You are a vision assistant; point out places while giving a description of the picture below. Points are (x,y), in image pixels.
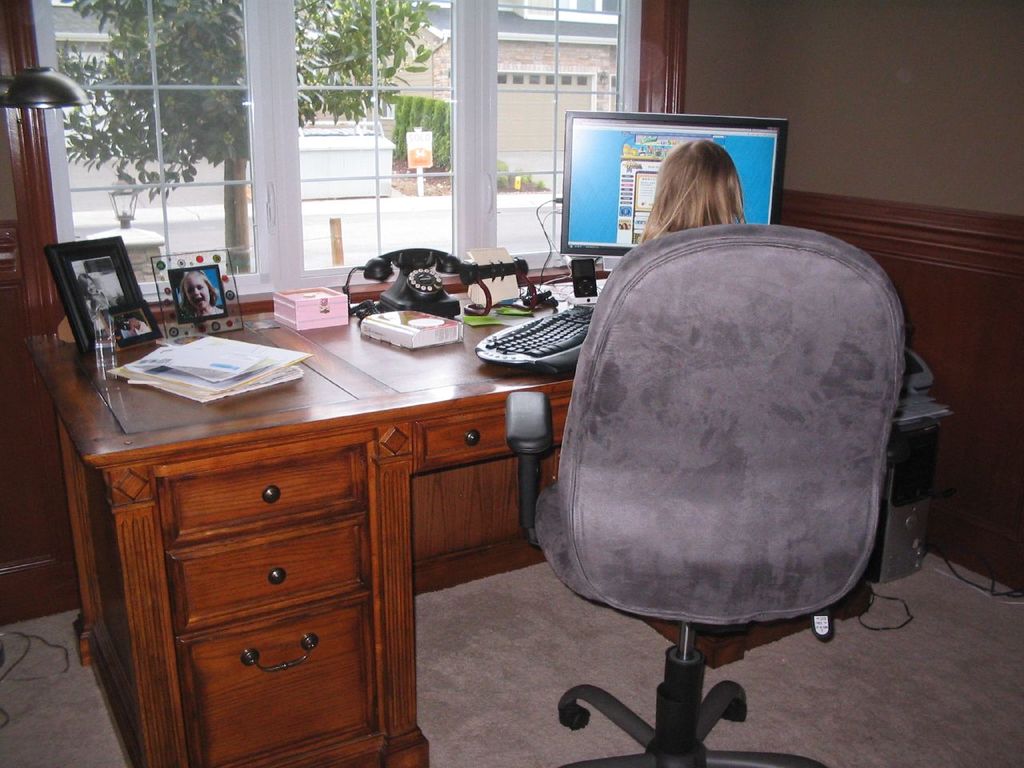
In this image in the front (685,385) there is a chair (723,458) and on the chair (671,383) there is a person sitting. In the center (397,346) there is a table (333,387), on the table (422,368) there is a monitor (577,212), keyboard (540,335), telephone (417,308) and there are frames (151,318) and there are papers (205,377). In the background (323,120) there is a window (315,127) which is white in colour and behind the window (376,167) there are trees (399,63) and there are buildings (445,66). There is a cupboard (25,266) and in front of the cupboard (23,109) there is an object (53,92) which is black in colour. On the right side (925,432) there is a CPU (906,501) on the floor (926,578) and there are wires (969,586) which are visible.
